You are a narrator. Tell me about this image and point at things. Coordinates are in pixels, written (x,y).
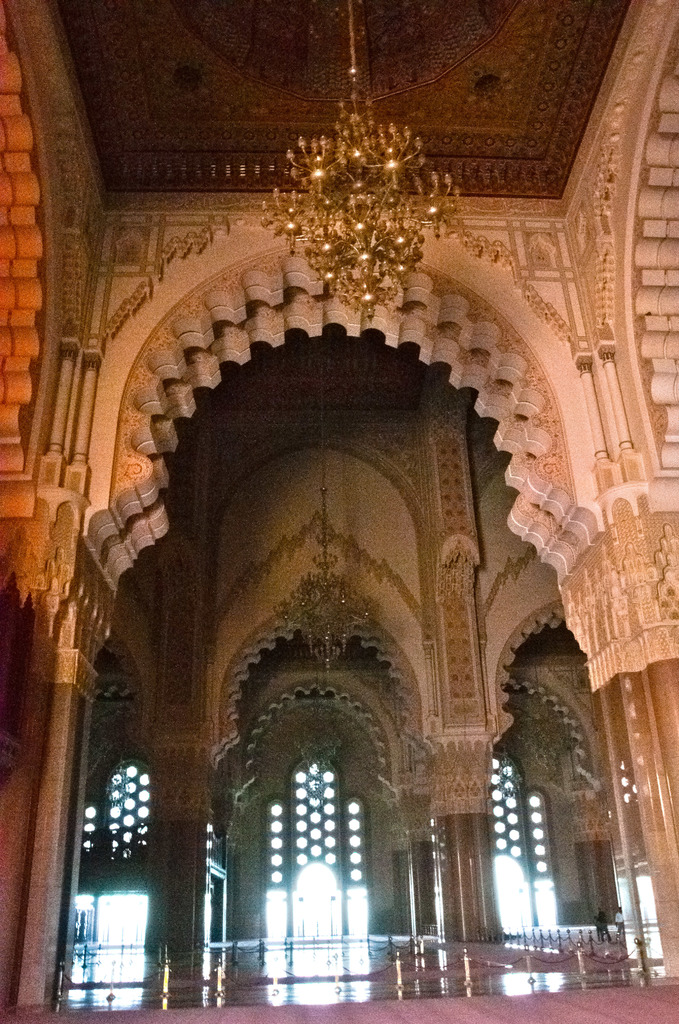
Here in this picture we can see the inner view of a palace (384,465) and on the roof (439,166) we can see a chandelier (379,206) present over there.
